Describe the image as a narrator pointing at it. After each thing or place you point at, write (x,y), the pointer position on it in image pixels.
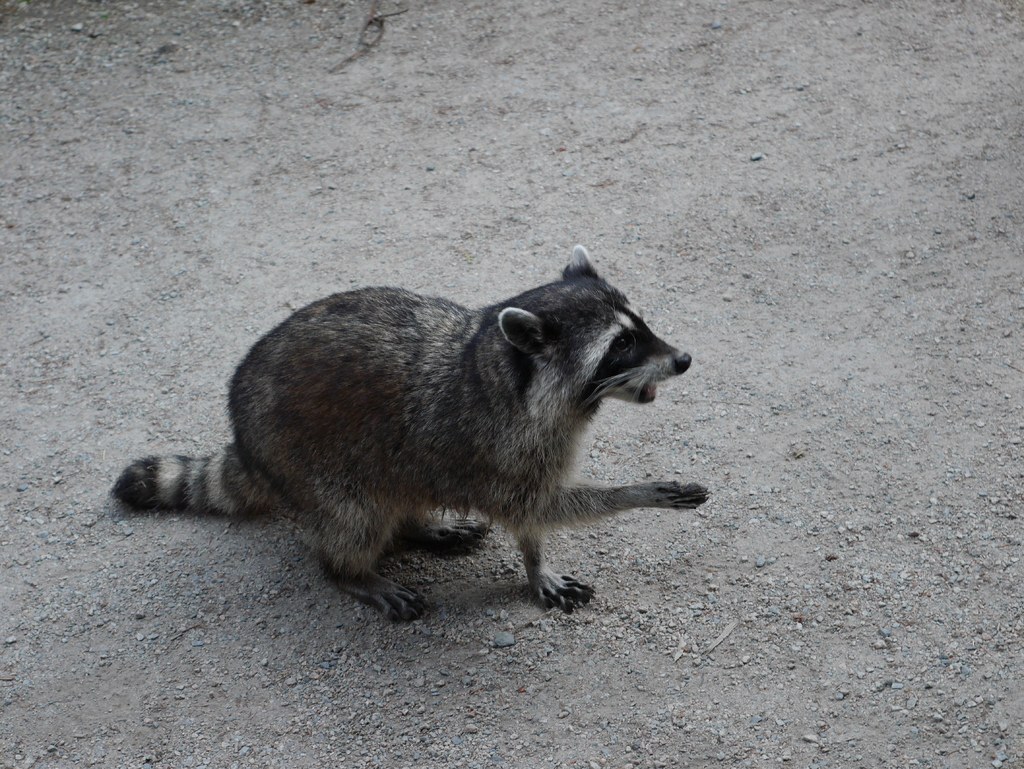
This picture contains raccoon (534,497). It is in black color. At the bottom of the picture (590,661), we see small stones (560,648).
